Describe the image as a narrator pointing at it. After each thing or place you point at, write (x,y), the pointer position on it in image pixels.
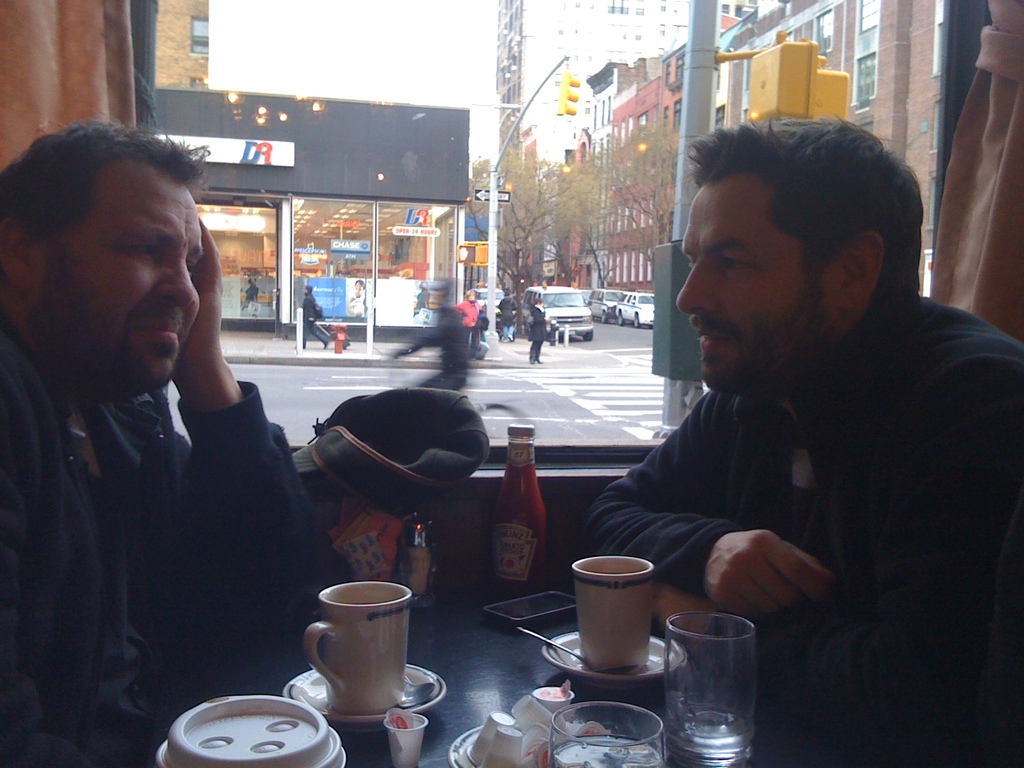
In this image there are two persons (924,372) in a shop (616,446) sitting around the table (424,660), on the table (435,654) there are few cups (366,692), glasses (642,738) and some other objects (470,738), outside the shop (398,555) there are few trees (538,248), buildings (414,250), a traffic signal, few people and vehicles (529,290) on the road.
